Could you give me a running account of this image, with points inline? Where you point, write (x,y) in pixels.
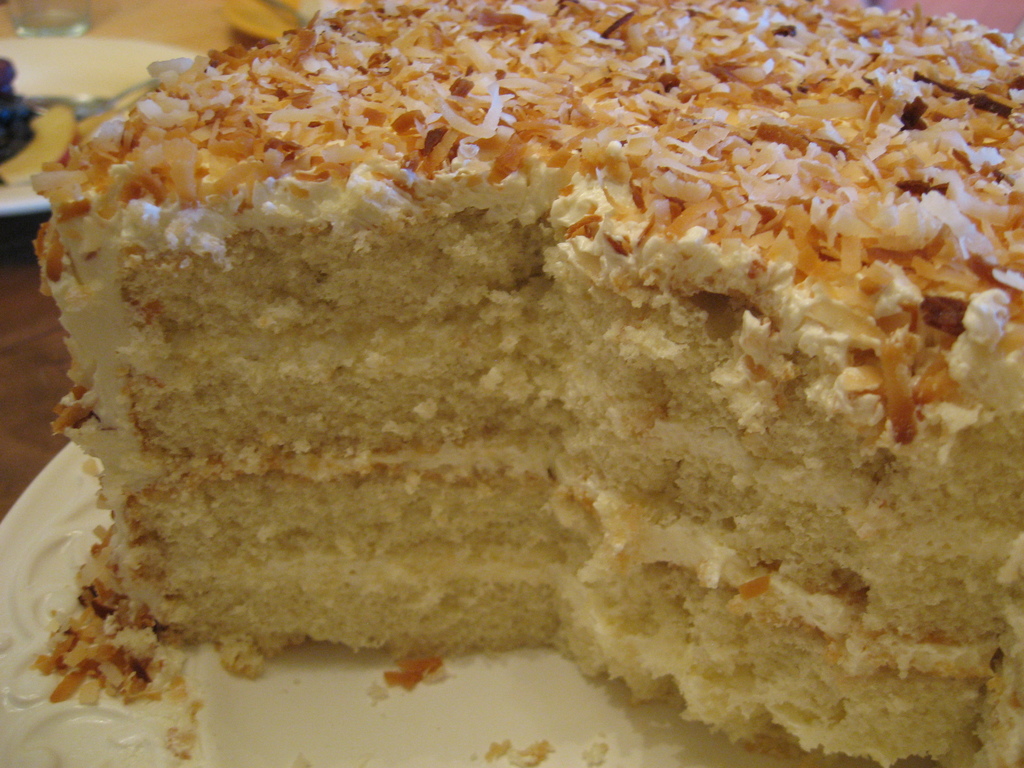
In the center of the image (549,302), we can see a cake (373,356) on the plate (400,760) and in the background (41,121), we can see some other food items (40,158) on the plate (52,60) and there is a glass (75,19).
